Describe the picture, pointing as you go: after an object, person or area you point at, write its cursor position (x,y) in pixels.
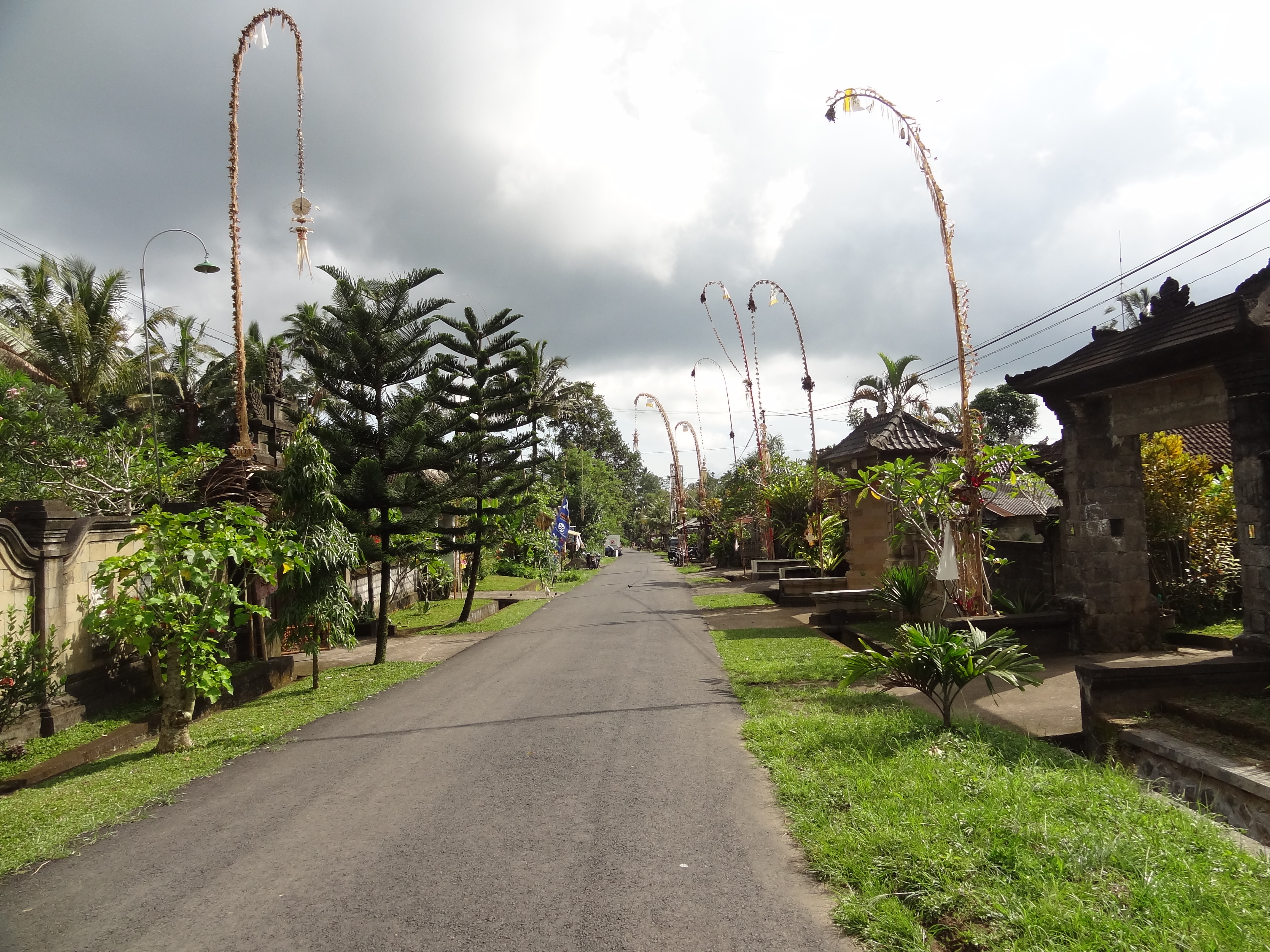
In this picture we can see the sky (670,309), trees (468,471), grass (984,833), plants (14,626), wall (9,537), road (580,845) and few objects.
